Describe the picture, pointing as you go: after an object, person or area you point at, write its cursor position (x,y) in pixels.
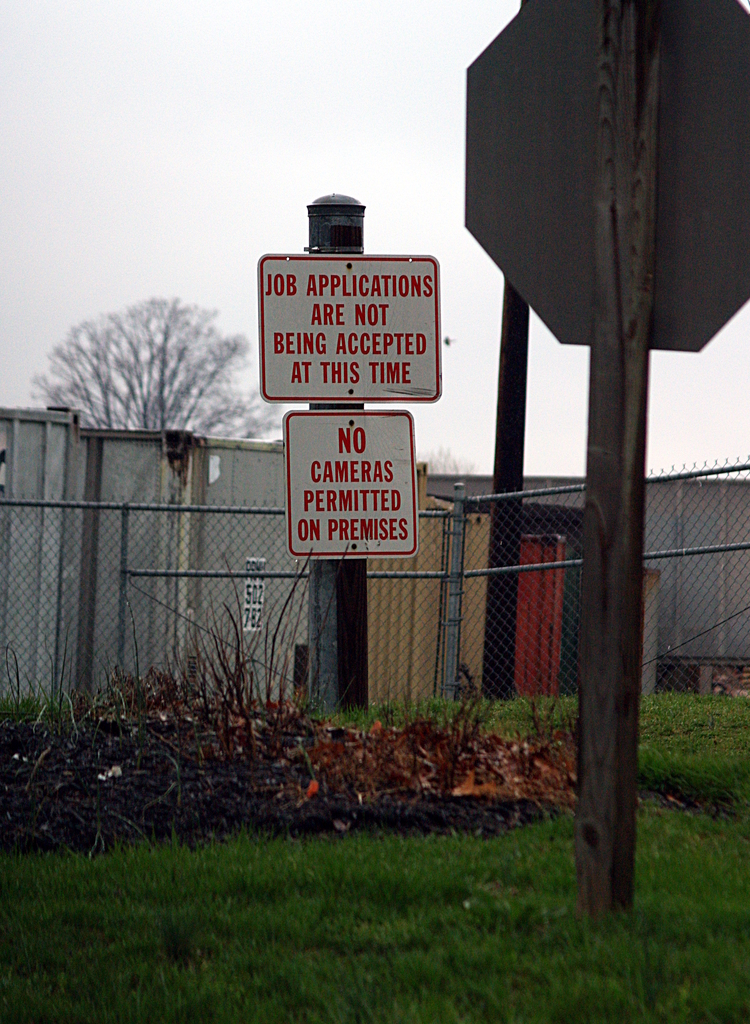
On the ground (280,889) there is grass (281,868). There are poles (621,501) with boards (324,343) and something is written on that. In the back (250,528) there is a mesh fencing (180,617). Also there are containers (76,419). In the background (170,340) there is tree (129,361) and sky (274,150).
